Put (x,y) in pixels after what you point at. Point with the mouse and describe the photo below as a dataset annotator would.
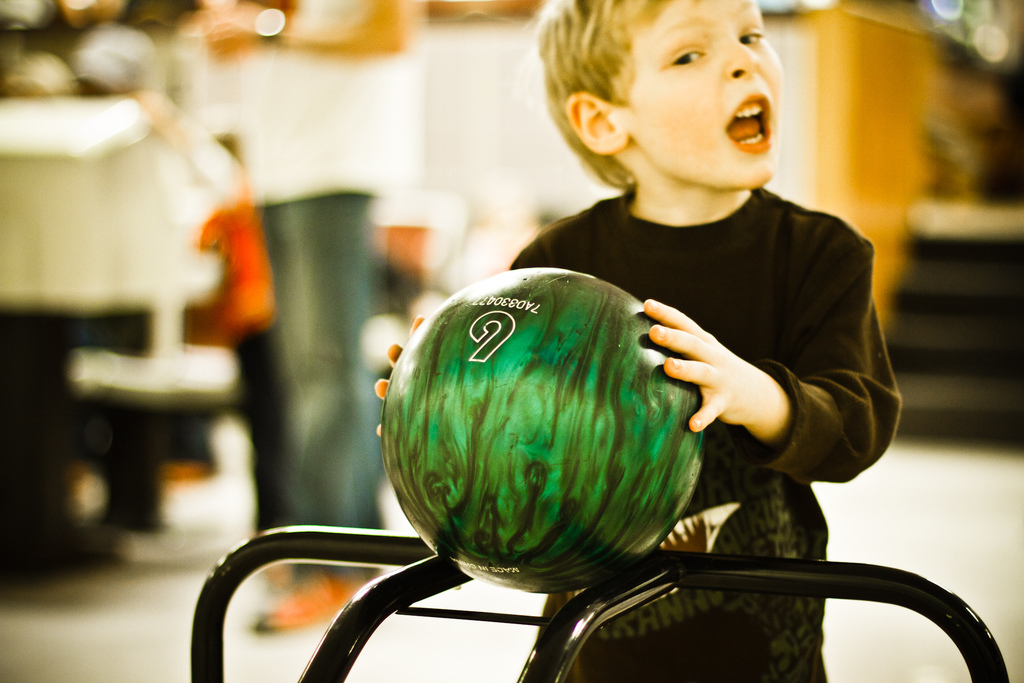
In the center of the image (665,332) we can see a boy (791,305) is standing and holding a ball (517,456). At the bottom of the image (550,653) we can see the rods (698,558). In the background of the image (463,590) we can see the wall (538,119), some persons (300,58) and floor (964,553).
